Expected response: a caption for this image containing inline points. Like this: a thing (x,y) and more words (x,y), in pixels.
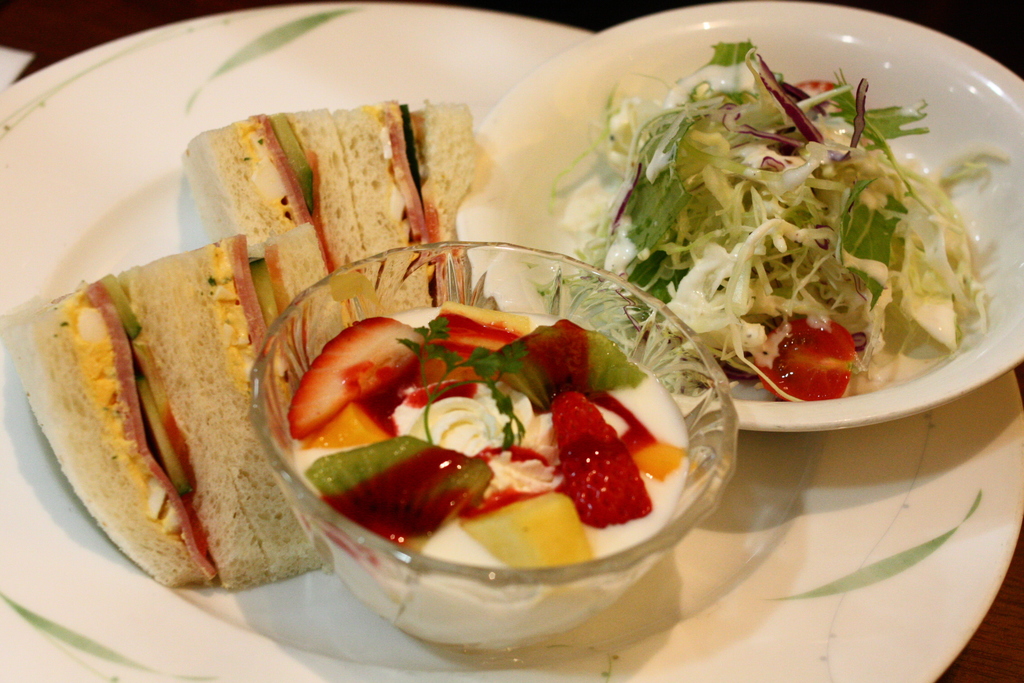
In this picture we can see food (553,320) in the plates (172,70) and a bowl (500,293).
